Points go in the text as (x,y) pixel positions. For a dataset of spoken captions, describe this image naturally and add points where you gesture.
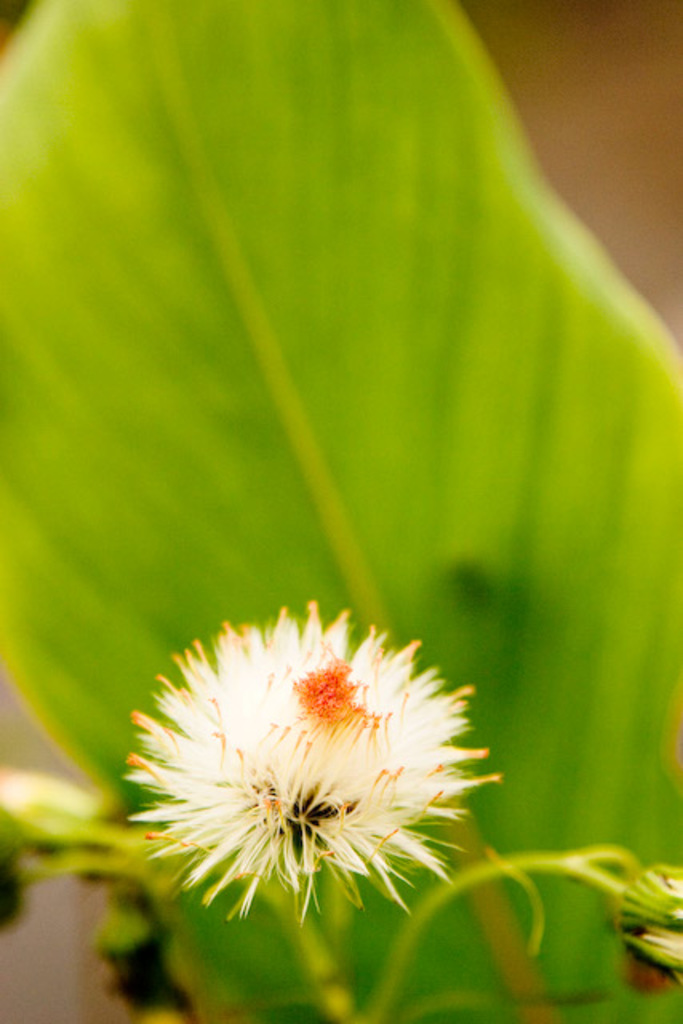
At the bottom of the picture (340,778), we see the buds (72,843) and the flower (304,844) in white color. In the background (311,268), we see a green color leaf (277,427). This picture is blurred in the background (434,549).
